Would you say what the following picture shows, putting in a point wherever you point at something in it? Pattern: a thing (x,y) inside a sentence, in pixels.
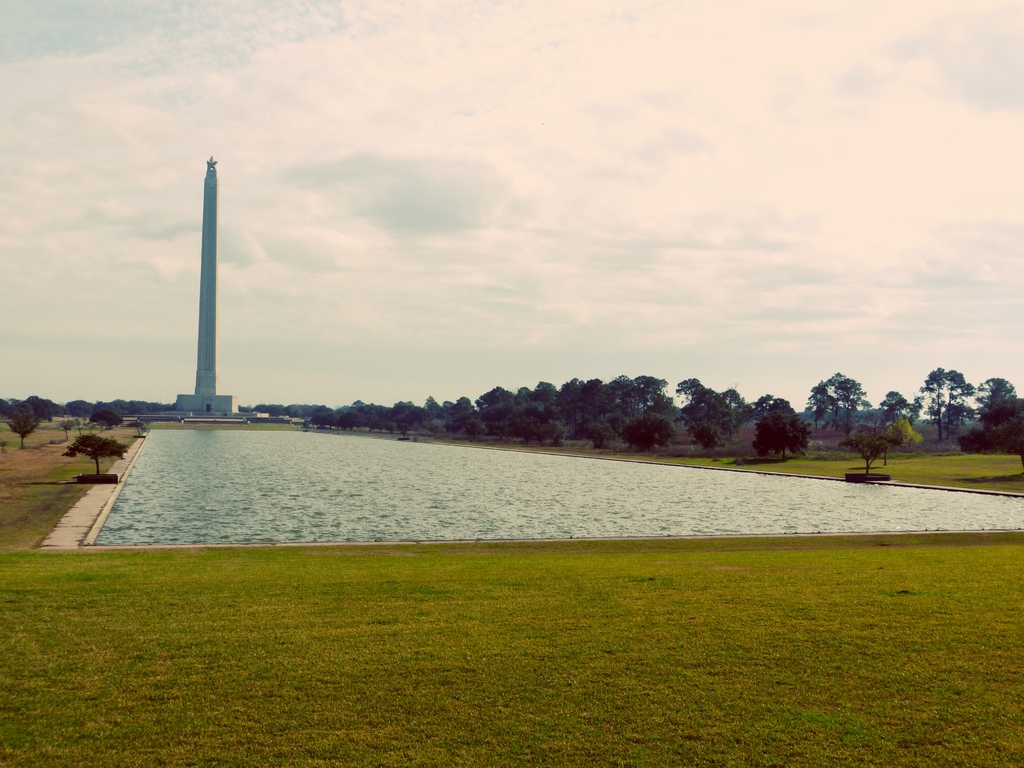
In this image I can see the grass (256,643) and the water (272,499). On both sides of the water (329,535) I can see the trees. In the background (124,320) I can see the tower (184,411), clouds (388,233) and the sky (477,182).
